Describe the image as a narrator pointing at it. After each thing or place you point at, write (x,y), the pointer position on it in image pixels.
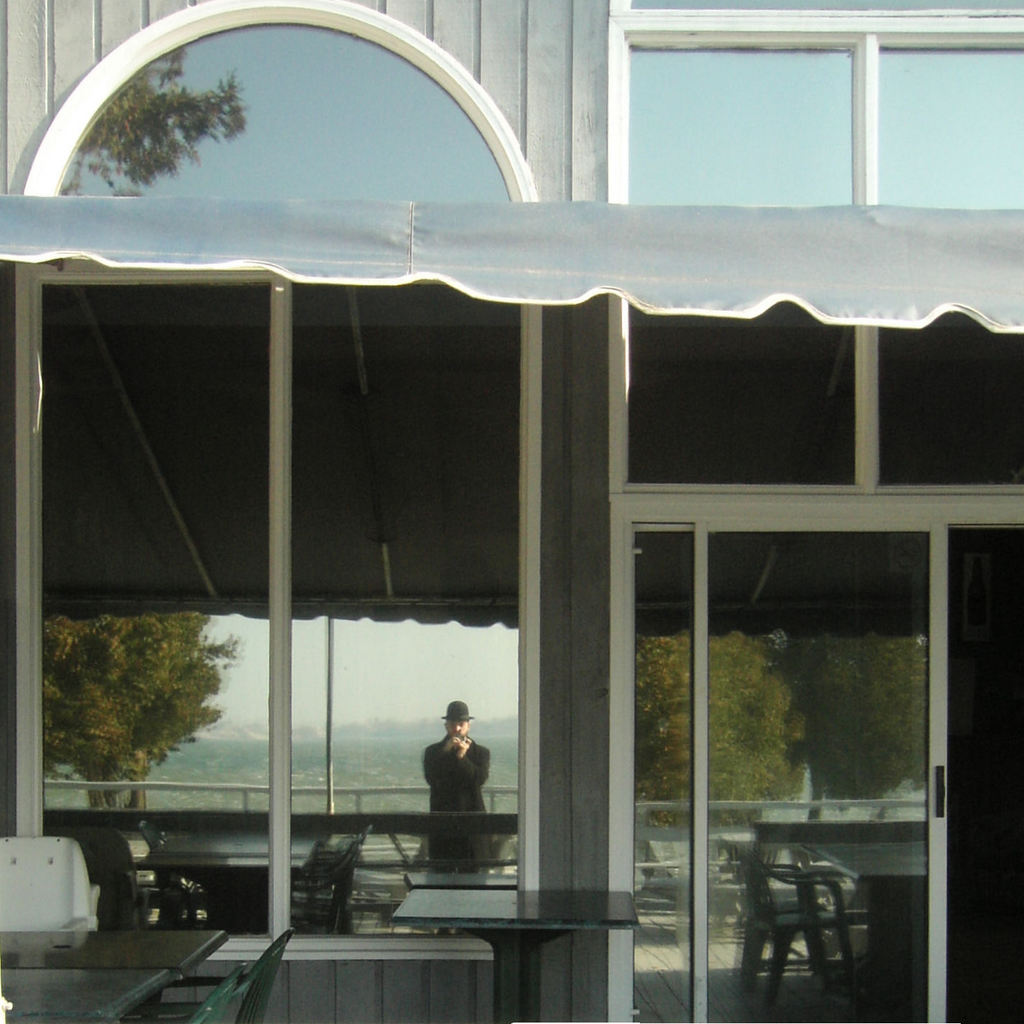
In this image I can see few tables (115,959), few chairs (258,1005), few trees (733,735) and I can see a person (483,781) is standing. I can see that person (458,712) is wearing black colour hat (463,715) and black dress (468,812).
